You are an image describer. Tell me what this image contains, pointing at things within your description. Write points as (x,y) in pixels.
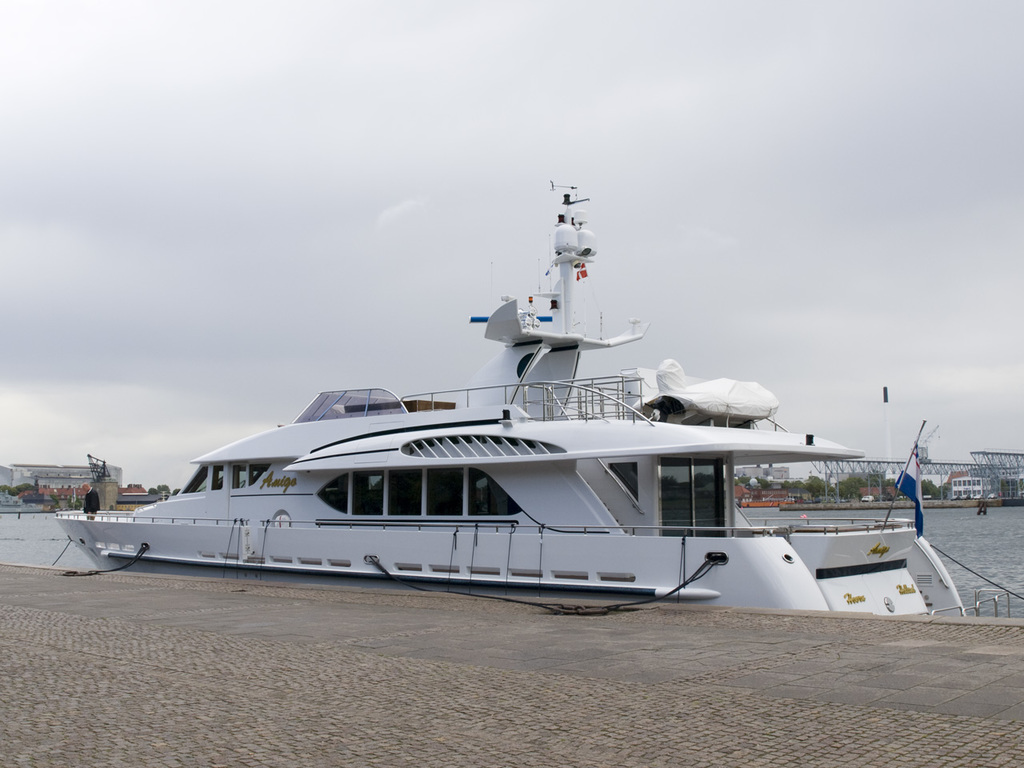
In the center of the image (566,375) there is a ship (763,544) in the water (979,539). In front of the ship (920,545) there is a pavement (469,689). In the background of the image (63,492) there are buildings (32,475), trees (847,481) and sky (682,106).
